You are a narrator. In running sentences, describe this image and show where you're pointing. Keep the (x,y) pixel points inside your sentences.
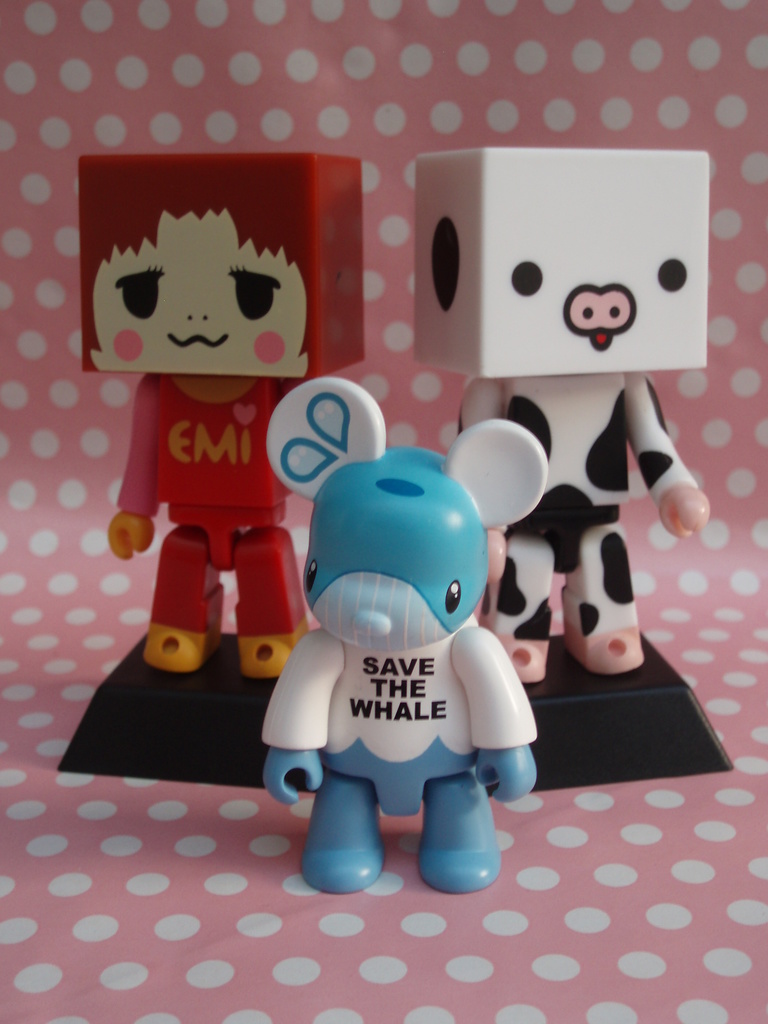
In this image we can see the three toys (248,351) on the white dotted surface (470,941). We can also see the text (419,681) on the toys (394,642).
